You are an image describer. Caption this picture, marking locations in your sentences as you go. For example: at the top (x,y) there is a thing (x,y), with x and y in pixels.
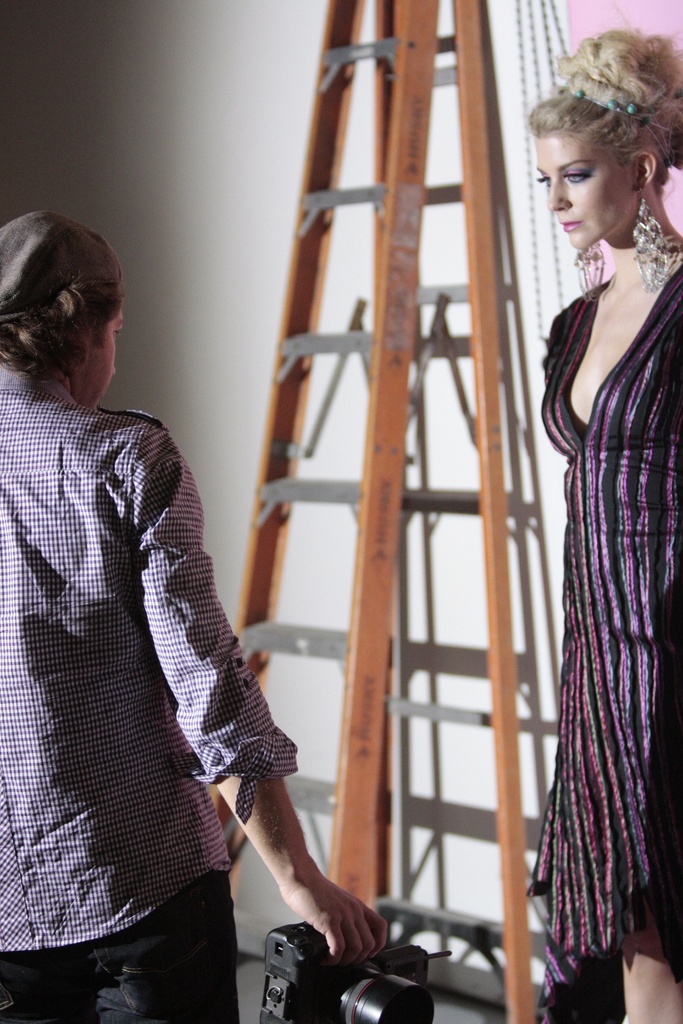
There is a man (38,572) and woman (576,666) here. Man (235,969) is holding camera (313,986) in his hand (343,917). Behind them there is a wall (243,112) and ladder (347,353).
